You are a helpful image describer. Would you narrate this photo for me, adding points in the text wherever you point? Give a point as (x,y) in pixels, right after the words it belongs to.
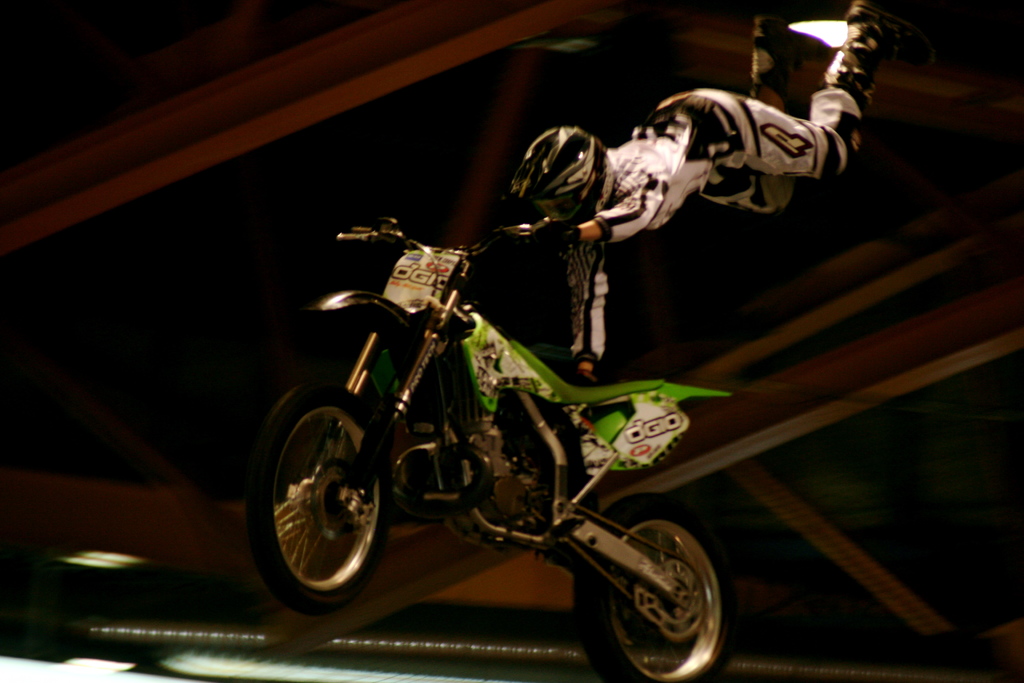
Here we can see a motor cycle (420,267) in the air (445,240), and a person (569,220) is holding the handle (551,228) and flying in the air (508,285).
